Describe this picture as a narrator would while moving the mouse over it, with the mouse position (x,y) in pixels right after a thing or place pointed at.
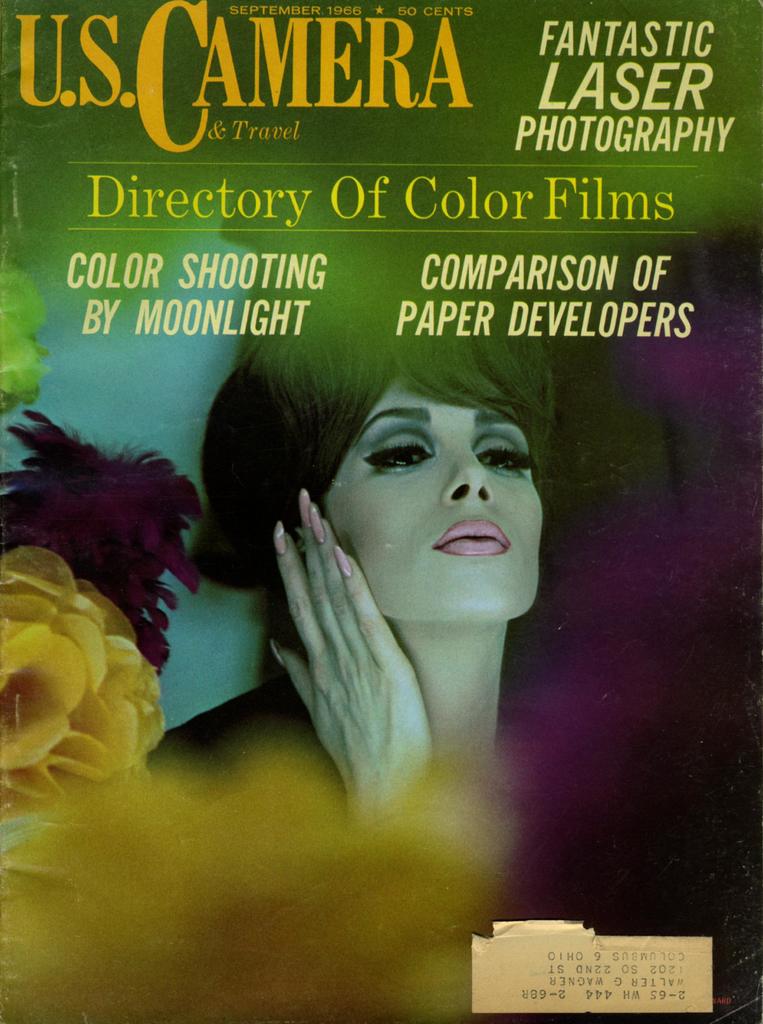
This is a poster (221,659). On this poster (518,413) we can see a woman (387,551), flowers (24,378), and text (408,205) written on it.
